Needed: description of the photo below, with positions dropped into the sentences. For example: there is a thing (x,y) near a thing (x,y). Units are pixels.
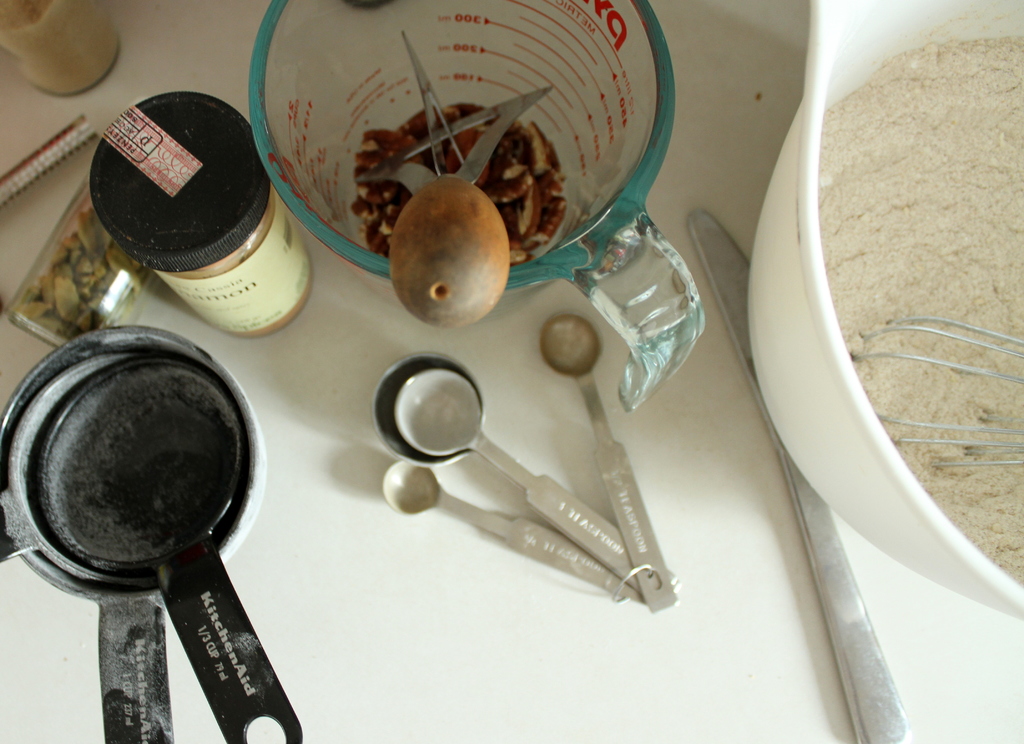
In the image we can see table (494,632), on table (540,633) we can see bowl (761,376), spoons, bottle (242,332) etc.
